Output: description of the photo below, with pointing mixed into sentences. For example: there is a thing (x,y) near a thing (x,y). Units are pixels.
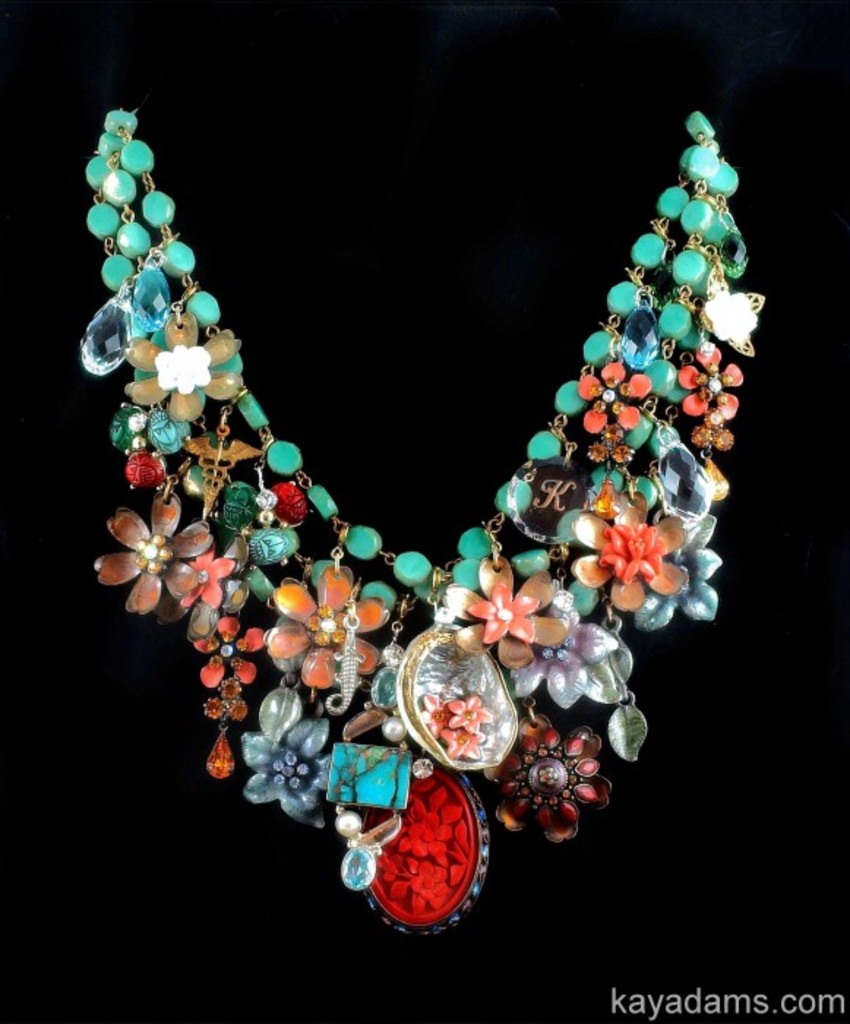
In this image there is a necklace (449,763). In the necklace (313,672) there are few stones (107,275), pearls (391,739) and pendants (428,687) are there. Background (419,445) is in black color. Right bottom there is water mark (694,1003).
